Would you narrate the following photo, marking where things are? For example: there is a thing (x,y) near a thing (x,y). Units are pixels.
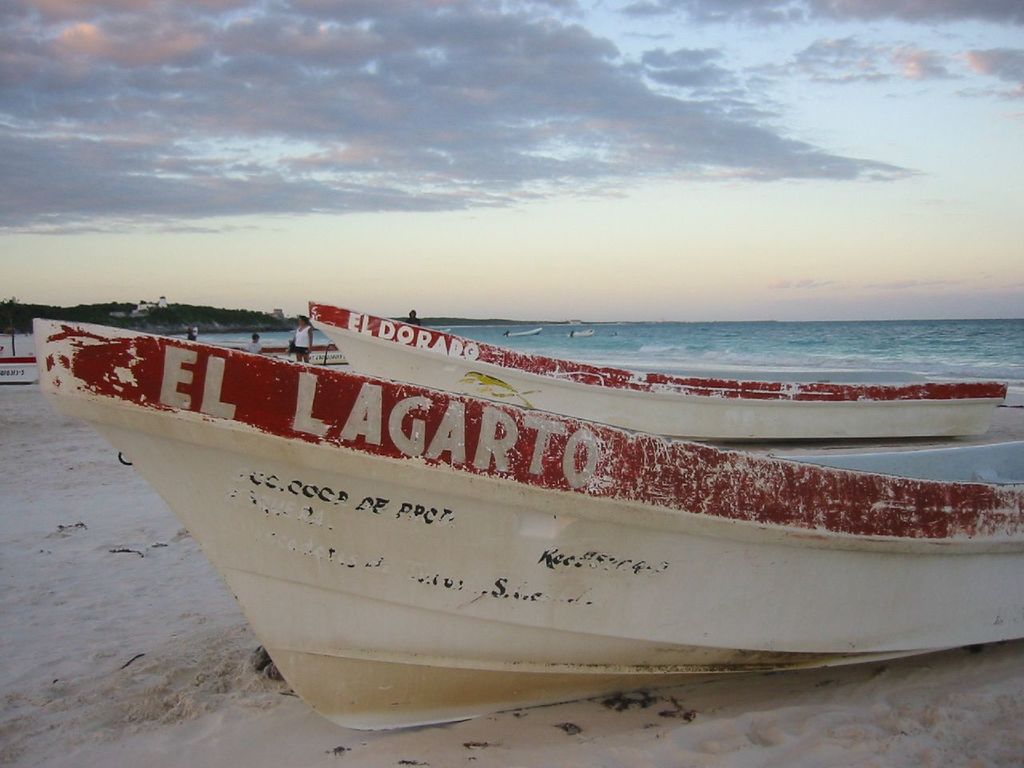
In this image we can see the sea (958,349), some sand (935,699), some boats (931,631) with text (213,357), some people (193,333) are standing, two boats (591,334) in the water (572,338), some objects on the surface (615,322), one house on the mountain (151,318), one object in the water (530,342), some trees (190,314), bushes (163,314), plants (177,322) and grass (272,324) on the surface (446,322). At the top (610,202) there is the cloudy sky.
